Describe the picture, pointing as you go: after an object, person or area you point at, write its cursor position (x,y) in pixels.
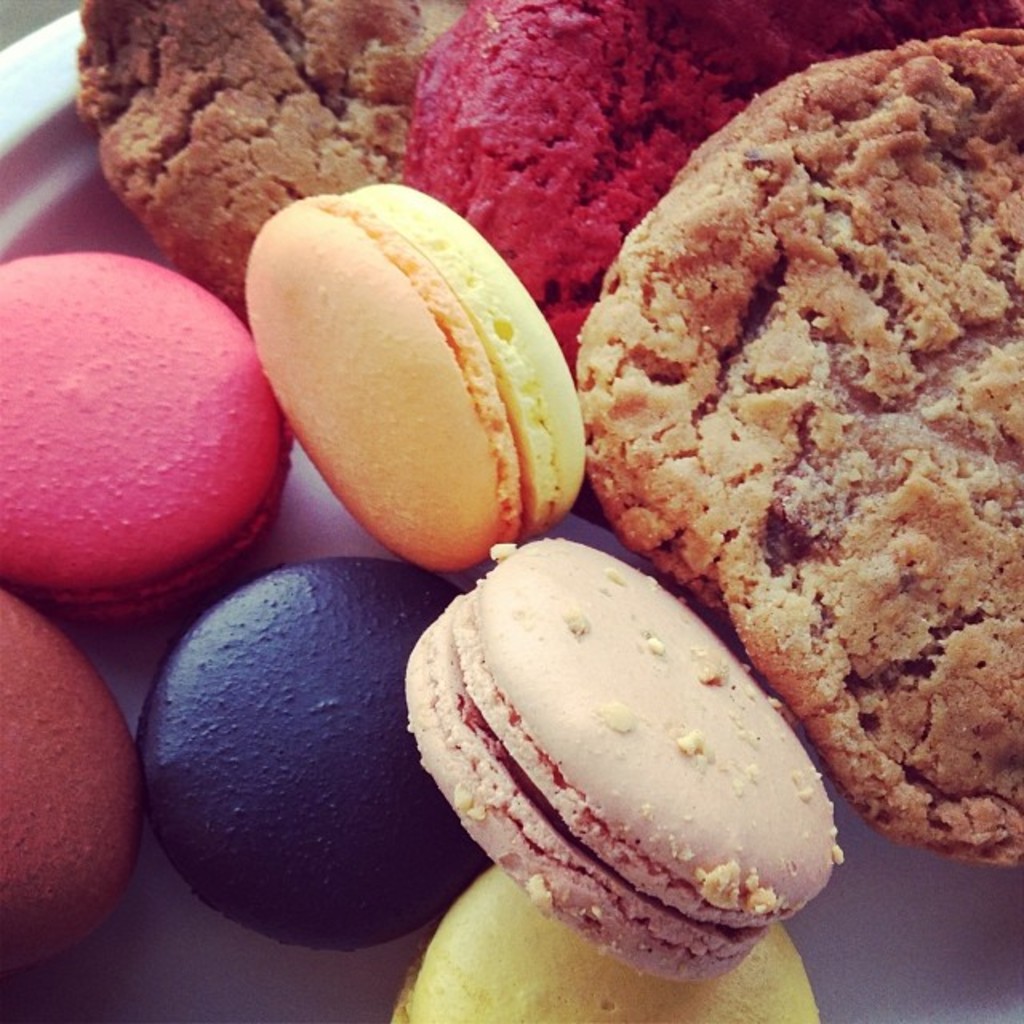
In the image we can see Macaroon biscuits (231,541) and other food items (686,201).
